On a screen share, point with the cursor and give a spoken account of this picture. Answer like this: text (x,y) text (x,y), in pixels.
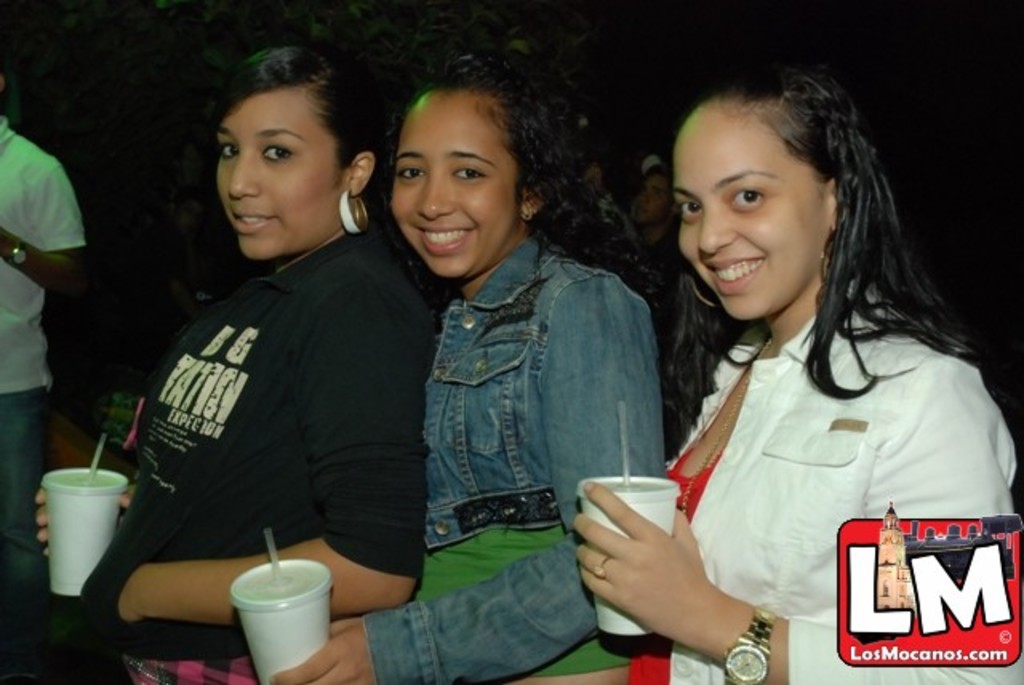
In this picture we can see three women (301,350), they are smiling and they are holding glasses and in the background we can see people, in the bottom right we can see a logo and some text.
